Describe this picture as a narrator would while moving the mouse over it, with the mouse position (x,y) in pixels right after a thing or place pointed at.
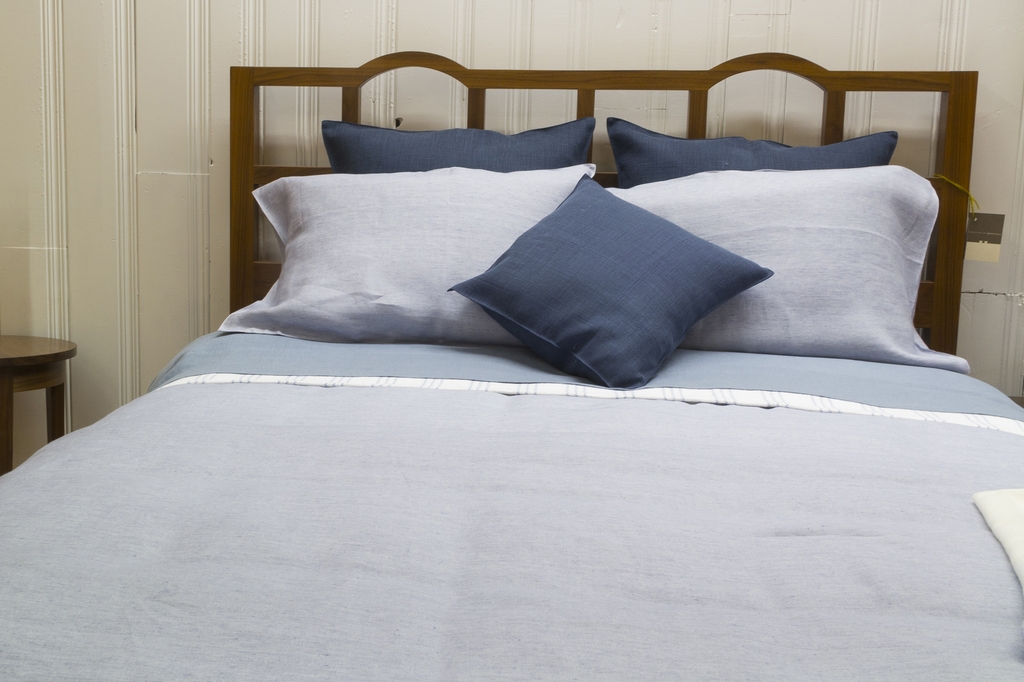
The picture is taken inside a room (889,299). In the middle (502,322) there is a bed (962,136). On the bed (355,496) there is a blue bed cover (278,469) there are some pillows (440,269) on the bed (417,355). There is a side table (39,339) beside the bed (649,252). In the background (98,387) there is a white wall (21,332).
